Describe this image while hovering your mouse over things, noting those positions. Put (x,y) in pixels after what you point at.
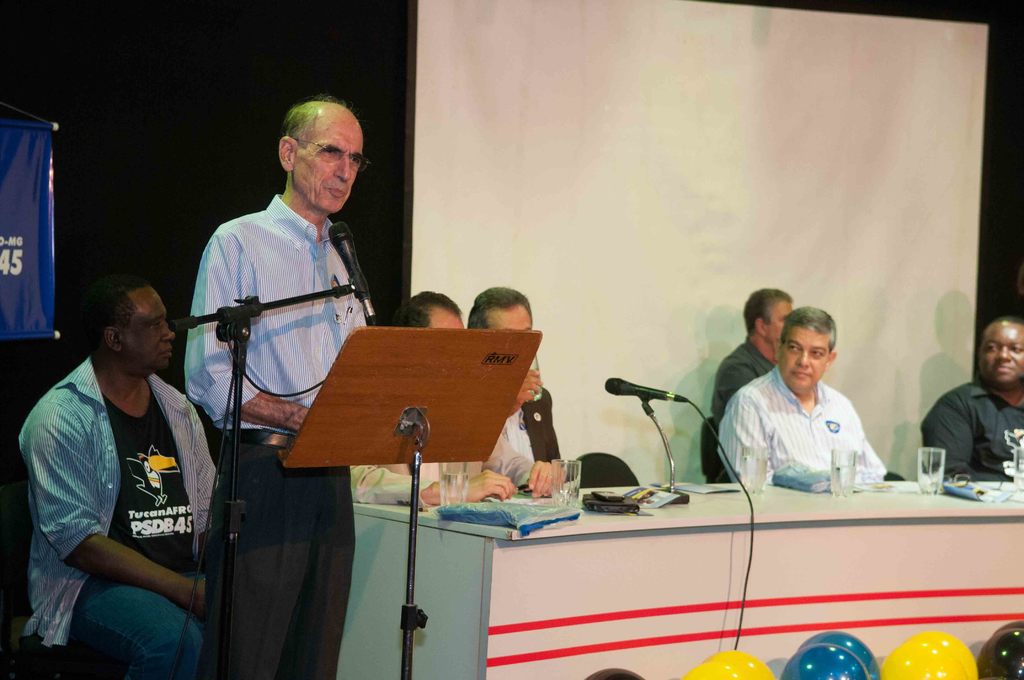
In this picture we can see a man (239,284) standing, mics (337,234), stand (424,376), balloons (941,637), table (727,570) with glasses (942,457), packets (514,521), papers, devices (626,508) on it, some people (153,429) are sitting on chairs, banner (36,139), some objects (615,265) and in the background (284,71) it is dark.
